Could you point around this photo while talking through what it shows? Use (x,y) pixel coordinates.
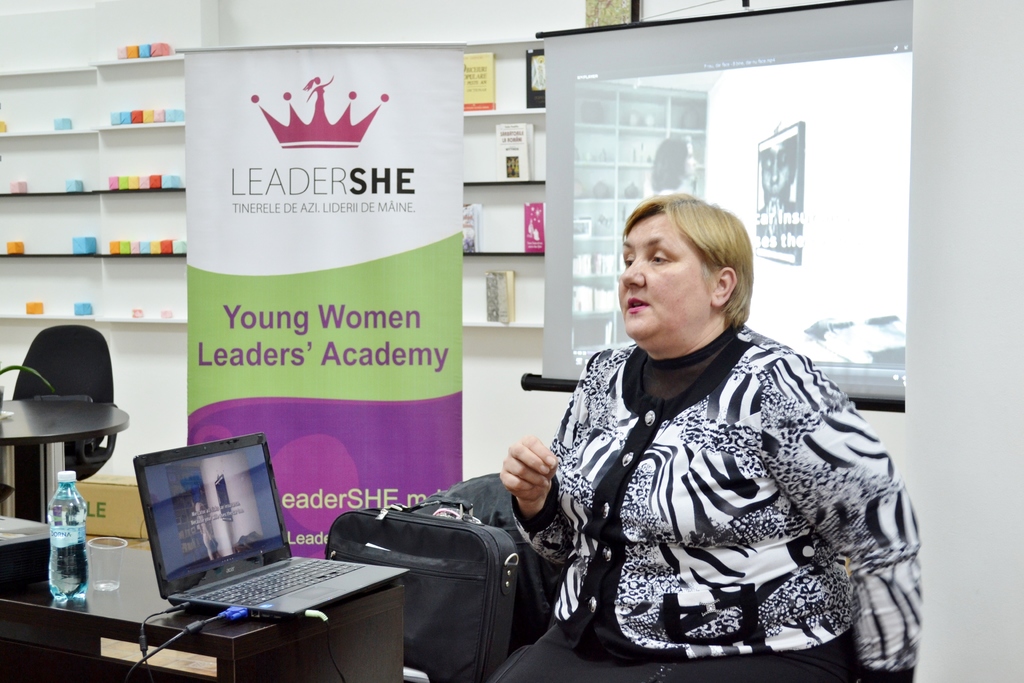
In this picture we can see woman (733,312) sitting and talking to someone in front of her we can see laptop (304,573), bottle (59,595), glass (96,566) and beside to her we can see bag (455,594), banner (285,334) and back of her we have a screen (617,156), racks (472,183) with books (488,106) and blocks (167,184), some items (147,184) and here we can see table (80,406) and chair (67,387).
